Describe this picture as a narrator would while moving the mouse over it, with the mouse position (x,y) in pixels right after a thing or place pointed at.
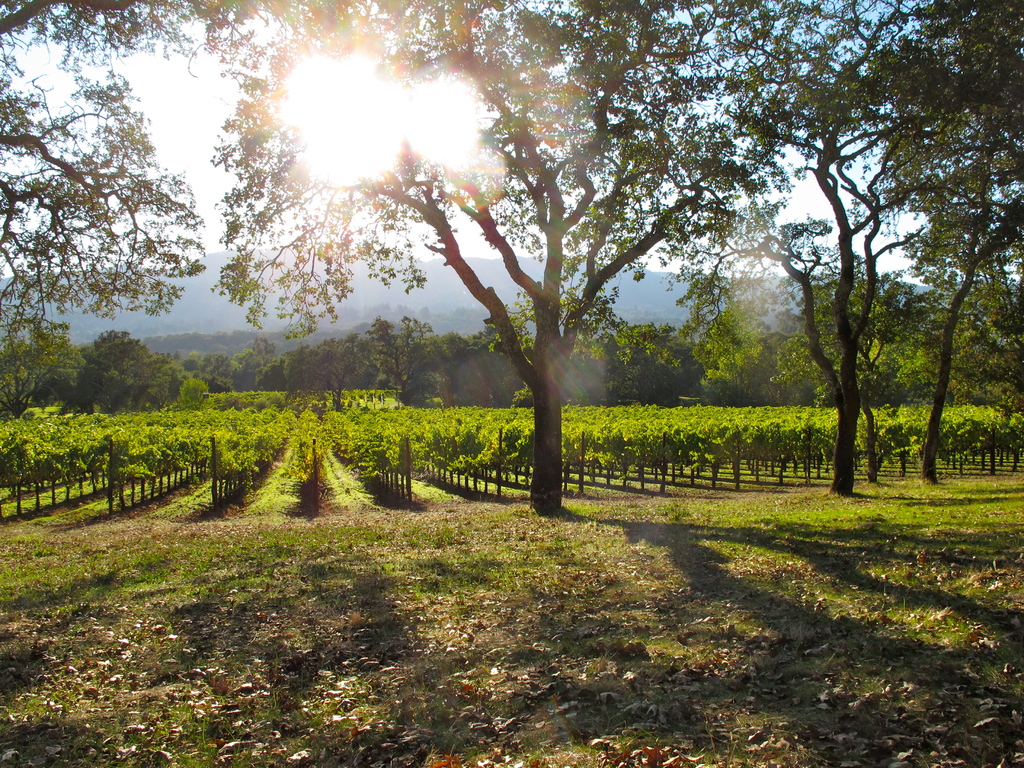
In this image I can see few trees (851,467) and plants (808,437) in green color. In the background (211,114) I can see the sky (172,119) in white color.
